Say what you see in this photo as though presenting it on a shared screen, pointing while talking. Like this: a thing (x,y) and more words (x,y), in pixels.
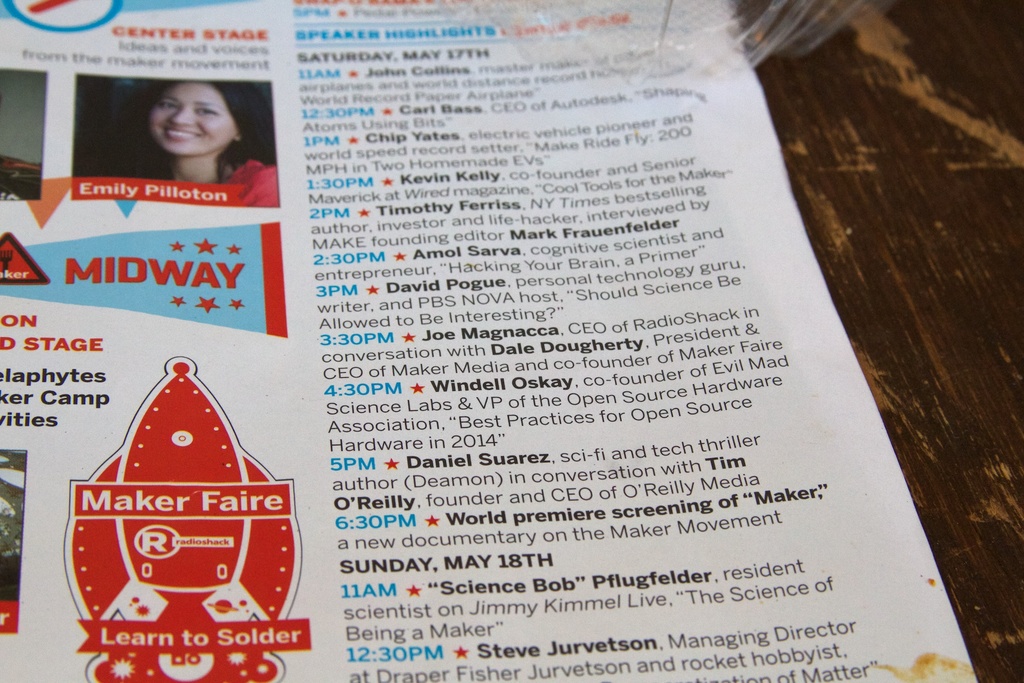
In this image, we can see a magazine (438,320) on the table (836,226) and in the magazine (261,224) there is a lady (205,139) smiling and we can see some text (483,415).
